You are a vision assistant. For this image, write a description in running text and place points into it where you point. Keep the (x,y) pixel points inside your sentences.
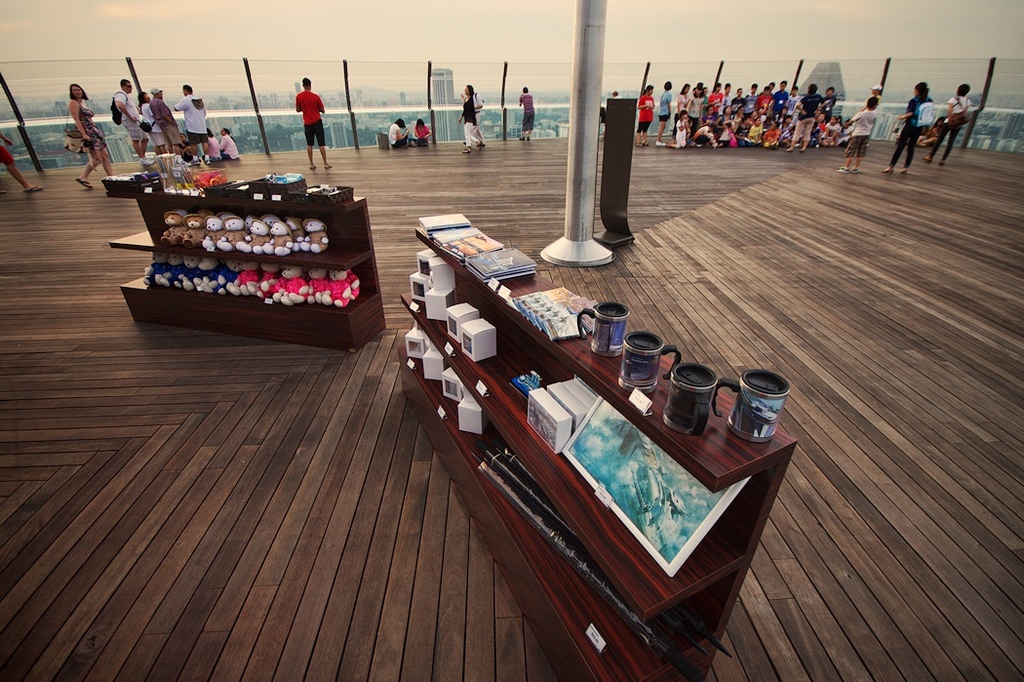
In the picture we can find a wooden floor (544,244) and group of people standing and sitting and we can find two desks (256,256), in one desk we can find dolls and some things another desk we can find boxes (438,261) and cups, and we can also find the sky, railing (94,92), and some buildings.
